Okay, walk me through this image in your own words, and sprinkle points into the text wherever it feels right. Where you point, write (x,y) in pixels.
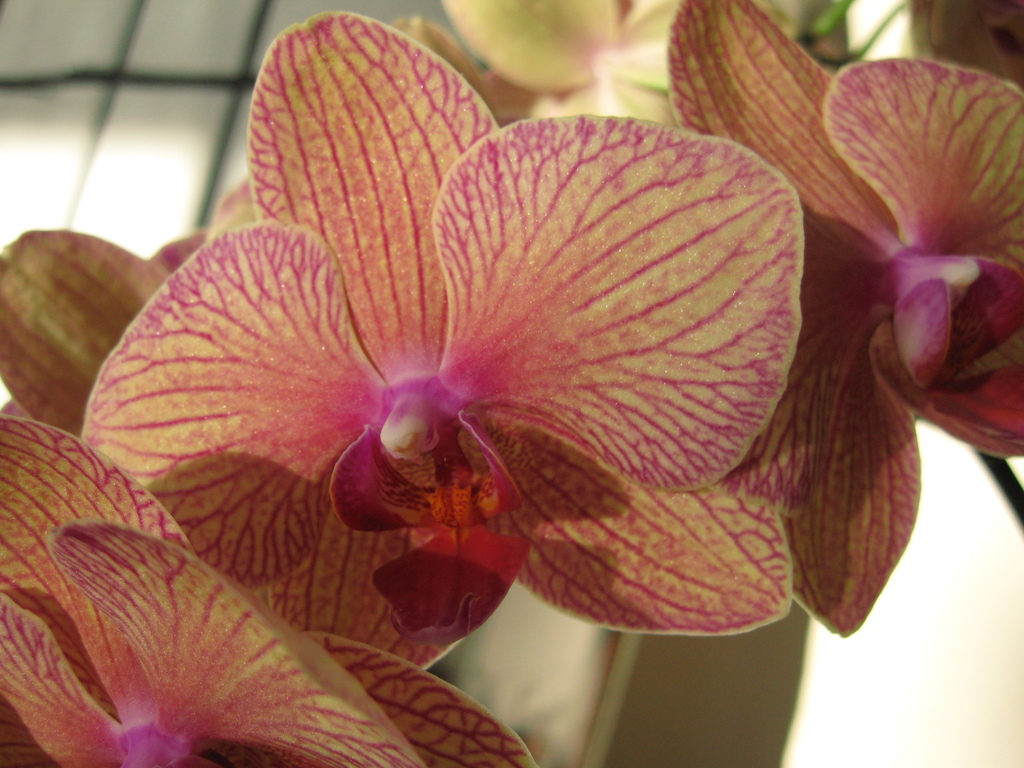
In this picture we can see few flowers (591,482).
